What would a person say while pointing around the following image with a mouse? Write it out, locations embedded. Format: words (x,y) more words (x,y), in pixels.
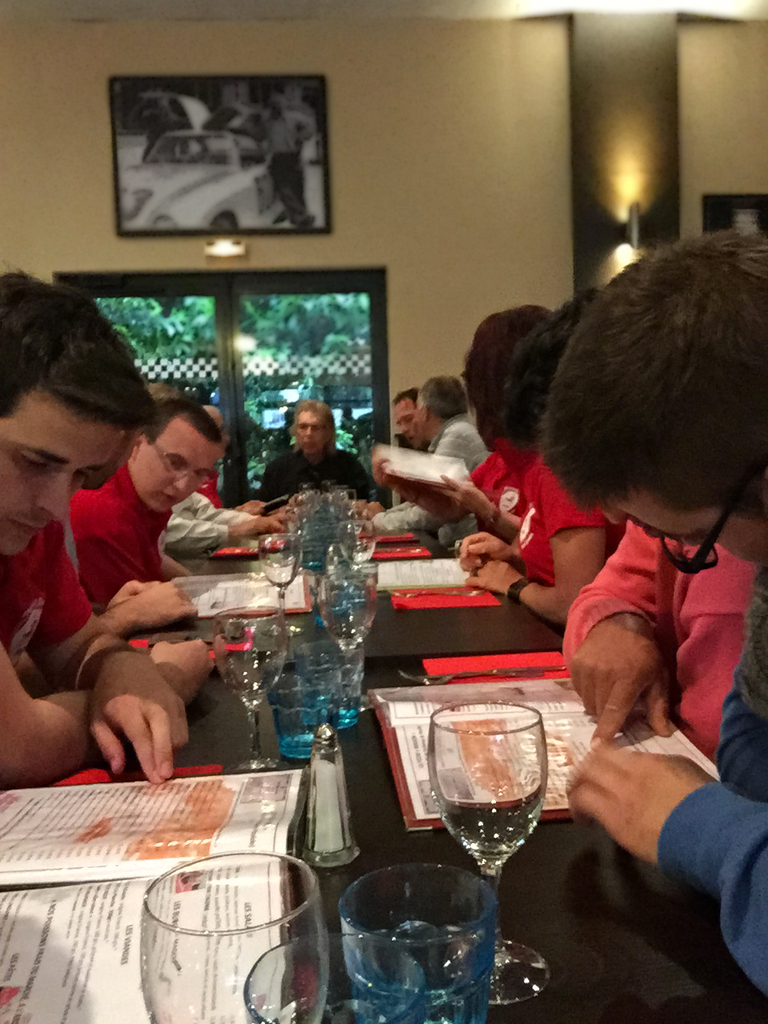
In the image we can see there are lot of people (201,419) who are sitting on chair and on the table (510,1018) there are wine glasses (347,584) kept.
